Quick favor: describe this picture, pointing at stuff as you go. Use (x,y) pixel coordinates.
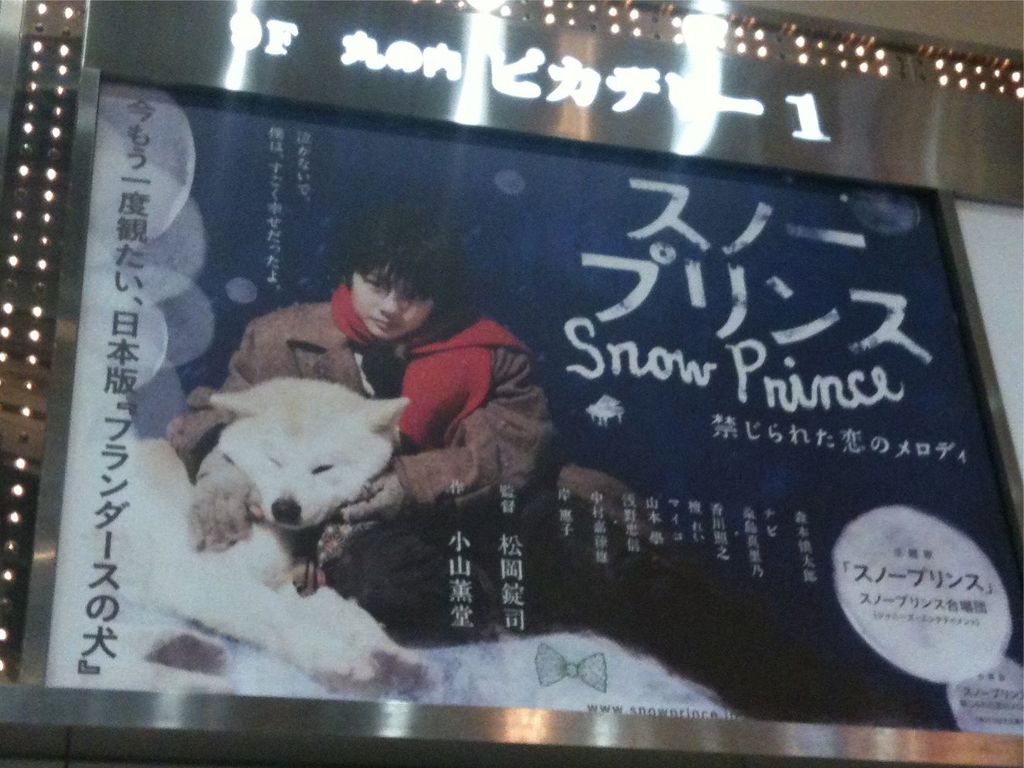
In the picture we can see a hoarding (785,638) with some text (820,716) and an image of a boy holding a dog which is white in color and beside it is written as snow prince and in the background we can see some flashlights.
